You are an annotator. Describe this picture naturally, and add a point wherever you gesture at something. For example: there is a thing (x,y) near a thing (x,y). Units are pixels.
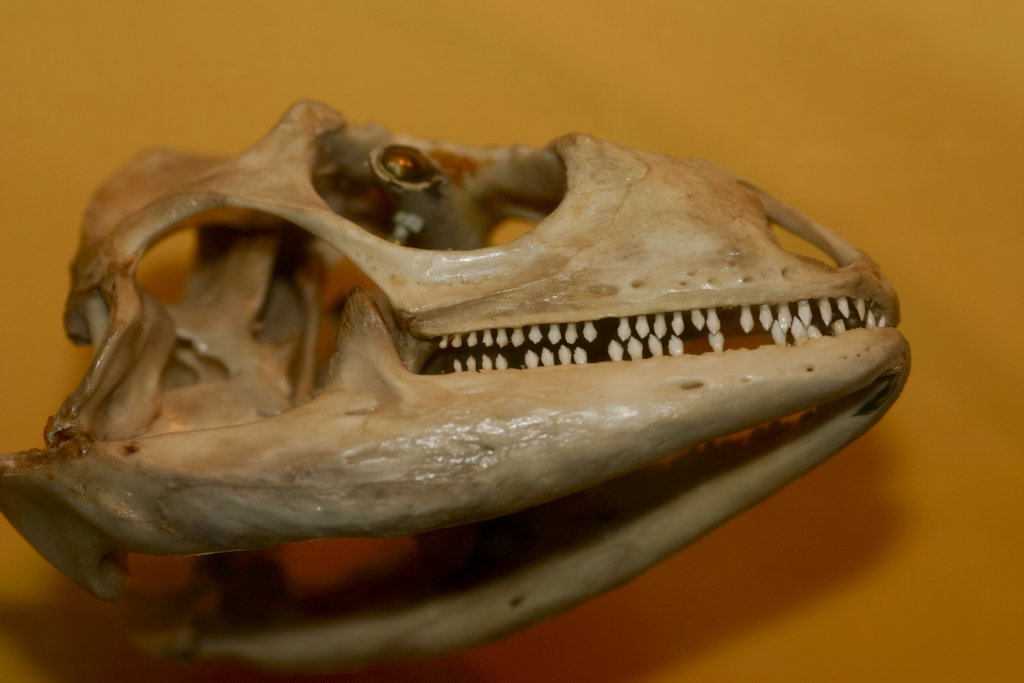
In the image there is a skull (432,428) of an animal (384,399).
